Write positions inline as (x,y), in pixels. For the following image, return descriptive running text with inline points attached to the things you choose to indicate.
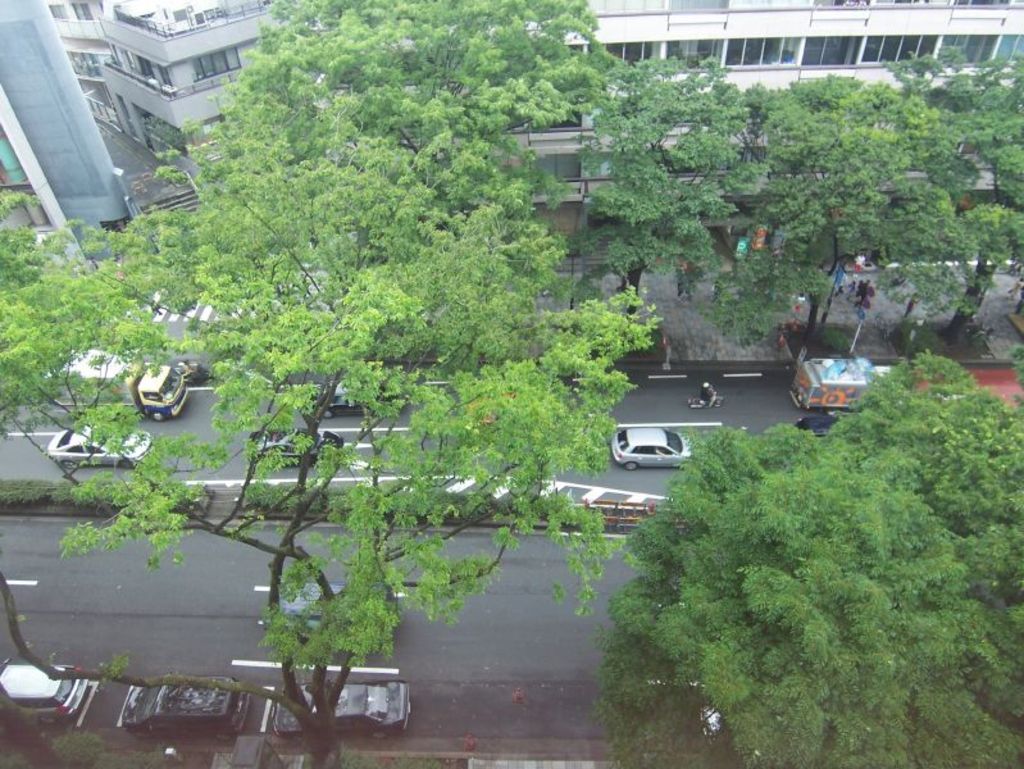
In this image, we can see the road (37,583), there are some vehicles (75,458) on the road (15,458), we can see some green trees (664,168), there are some buildings (59,68) and we can see some windows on the buildings (159,79).
